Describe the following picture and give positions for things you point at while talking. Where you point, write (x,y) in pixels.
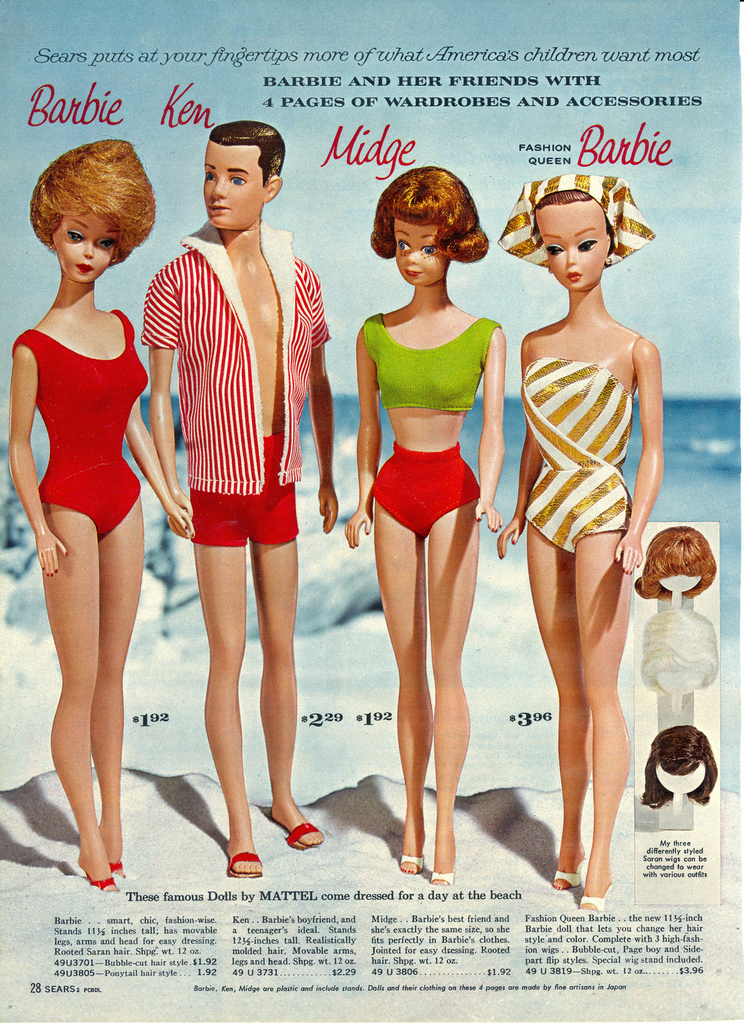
In this image I can see four cartoon persons (300,378) standing, the person (449,329) in front (451,385) wearing green shirt (431,402), red short (414,462) and the other person (595,485) is wearing white and gold color dress (600,444). Background (721,478) I can see water (723,466) and the sky (403,13) is in blue color and I can see something written on the image.
